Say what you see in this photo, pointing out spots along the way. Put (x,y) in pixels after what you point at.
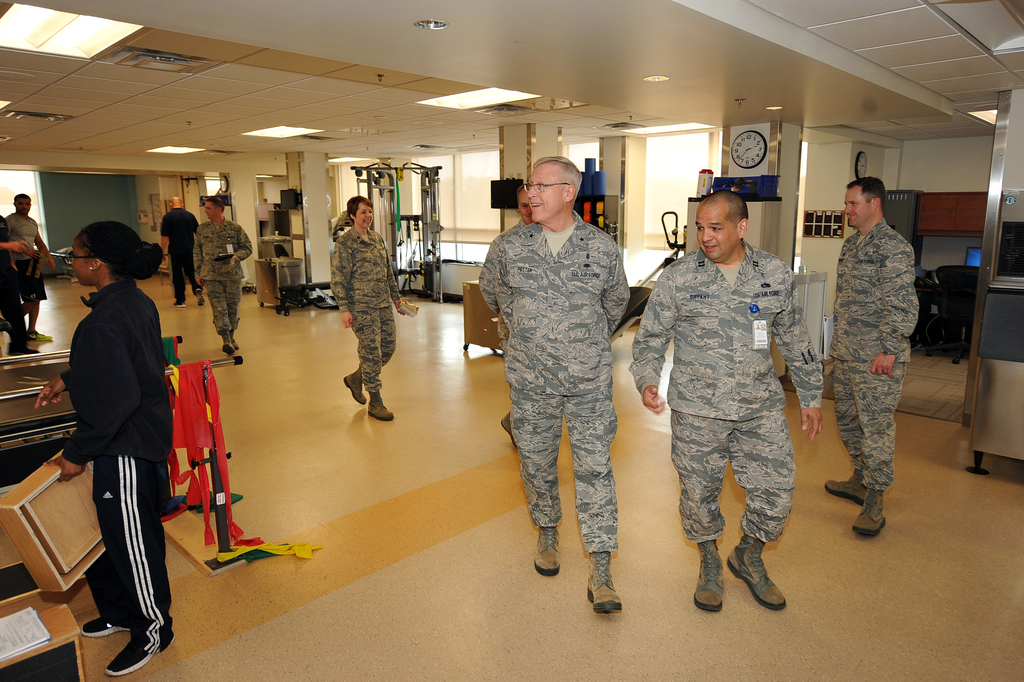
This picture is an inside view of a room (369,301). In this picture we can see some persons (727,336), tablecloth (179,396), box (86,533), books (16,640), machine (430,247), clock (753,160), wall (820,205), pillars (235,186), board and some objects (985,434), rack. At the bottom of the image (439,537) we can see the floor (473,509). At the top of the image (493,65) we can see the roof (431,57) and lights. In the middle of the image (462,254) we can see windows (703,149).
